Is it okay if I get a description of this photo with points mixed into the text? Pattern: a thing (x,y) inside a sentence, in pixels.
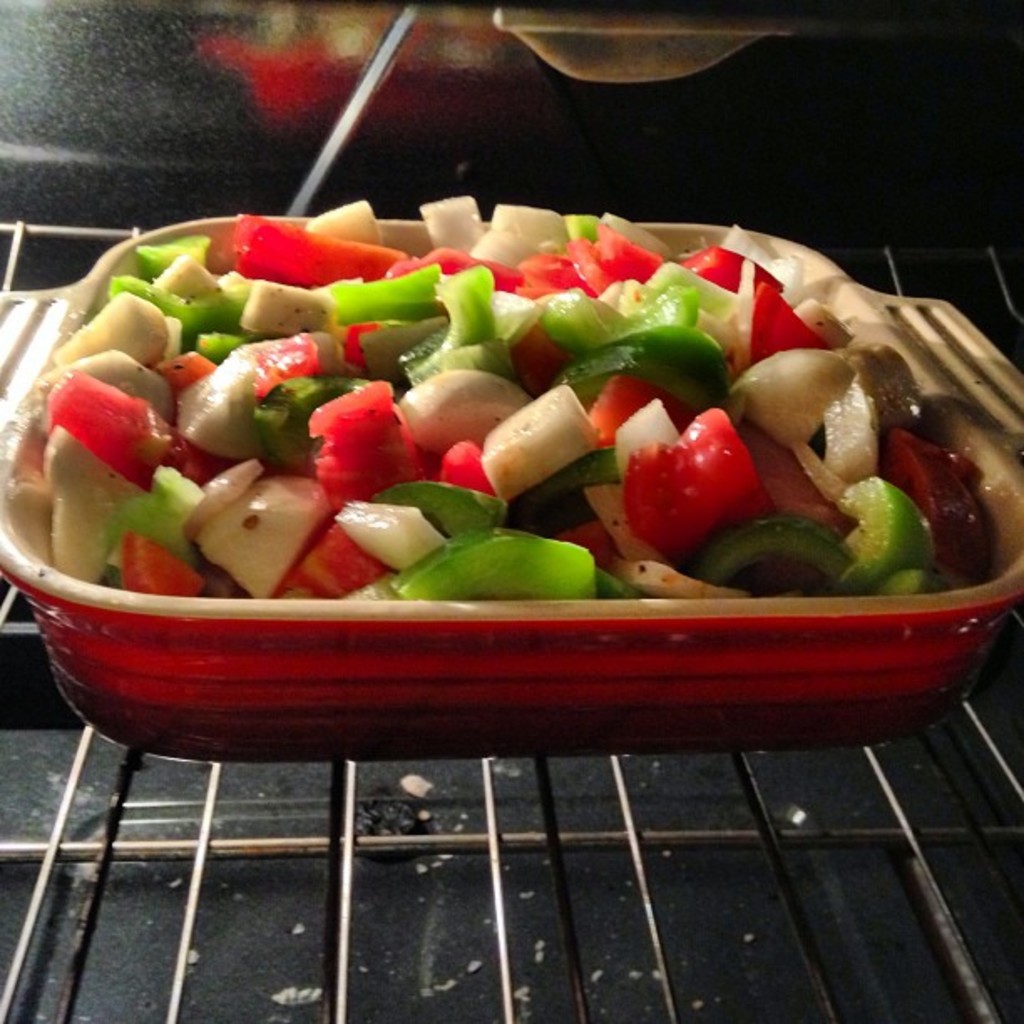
In this image we can see a bowl (742,618) containing cut vegetables (327,440) placed on the grill (449,848).
